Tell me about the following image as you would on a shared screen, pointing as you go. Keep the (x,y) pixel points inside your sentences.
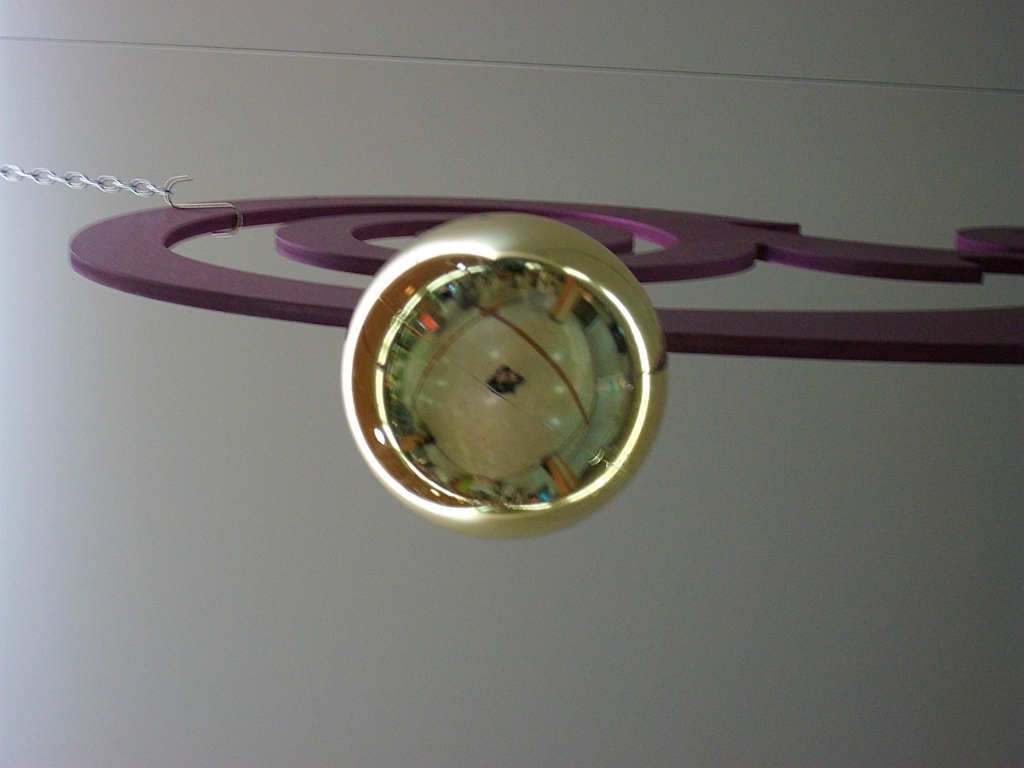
In this picture we can see something (474,241) present here, on the left side (63,186) there is a chain (45,180), in the background (537,101) we can see a wall (621,84).
